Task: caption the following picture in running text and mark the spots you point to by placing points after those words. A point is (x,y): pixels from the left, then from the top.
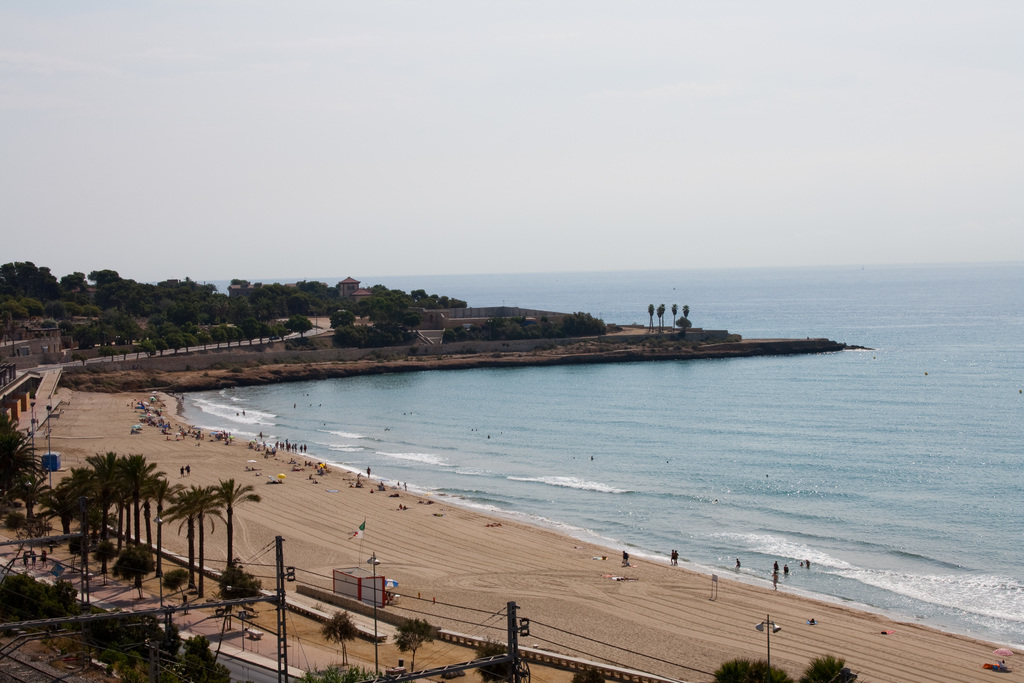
In this picture I can see water (658,441), buildings (349,281), trees (369,298) and few poles (283,584) and pole lights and I can see few people (184,431) on the sea shore (362,508) and I can see few umbrellas (251,459) and couple of flags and I can see a cloudy sky (573,153).
